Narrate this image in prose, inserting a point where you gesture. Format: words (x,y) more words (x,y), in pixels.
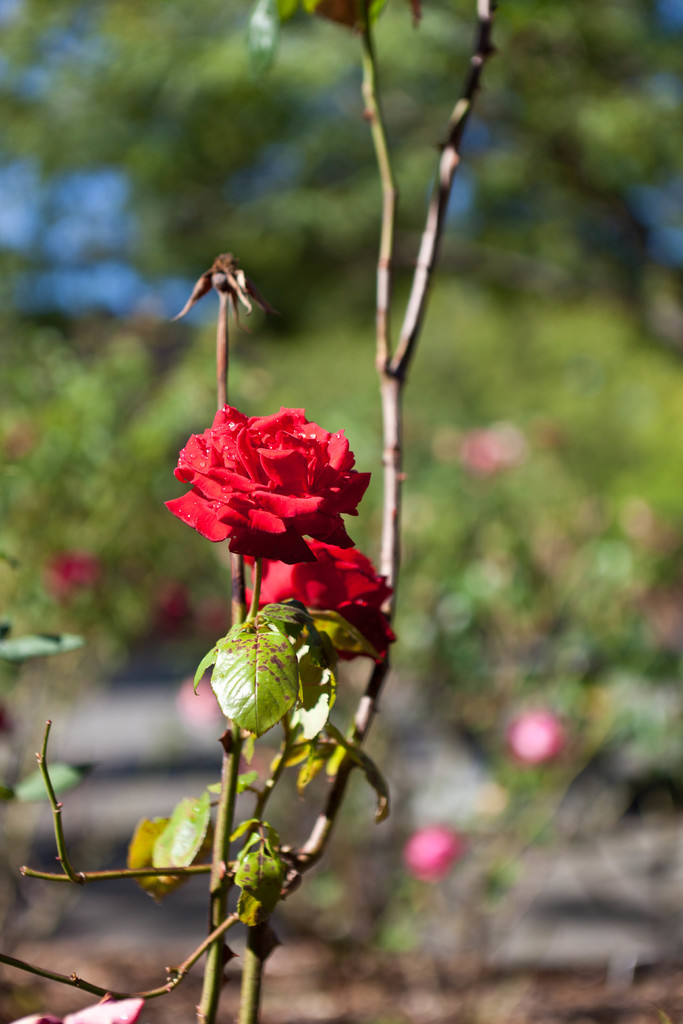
Here we can see a plant (198,954) and flowers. There is a blur background (566,93) with greenery (502,263).
